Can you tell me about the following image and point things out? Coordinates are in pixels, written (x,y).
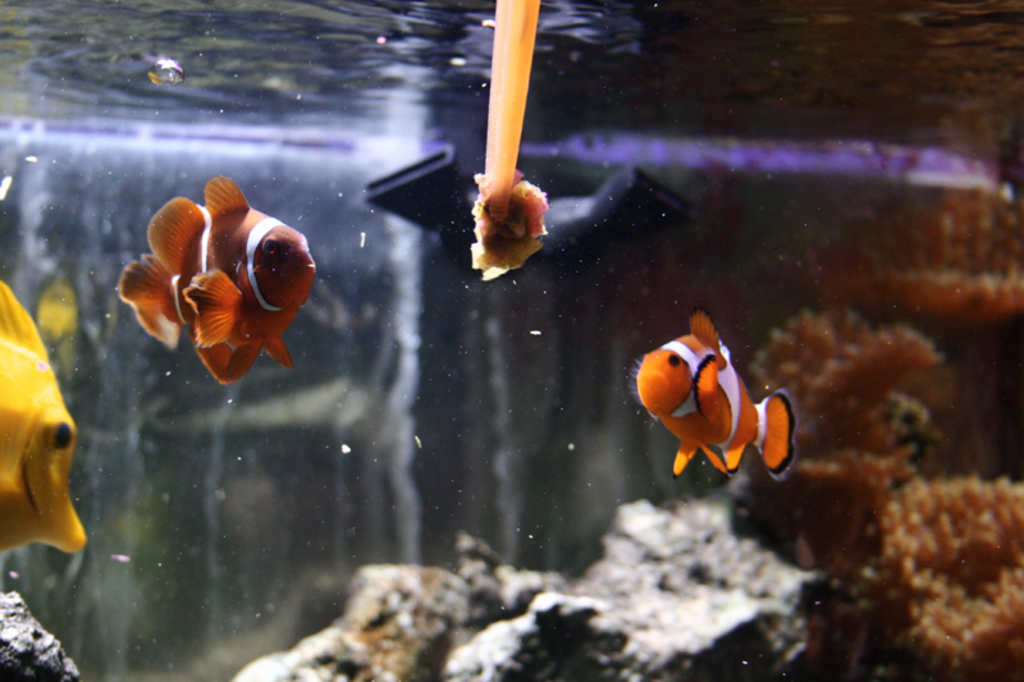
In the picture there are fishes (222,177) present in the water (262,506), there are marine plants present in the water (932,386).
